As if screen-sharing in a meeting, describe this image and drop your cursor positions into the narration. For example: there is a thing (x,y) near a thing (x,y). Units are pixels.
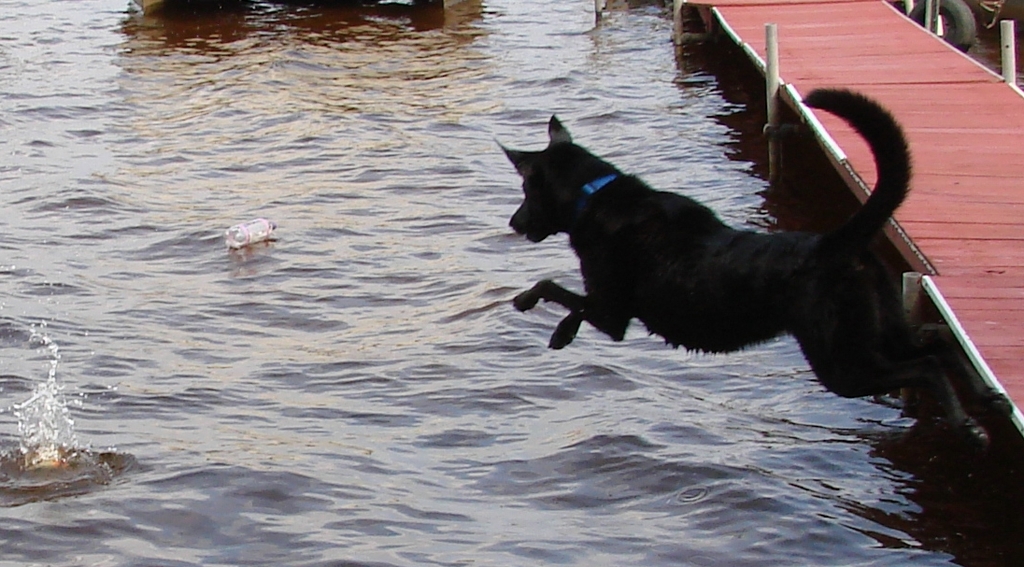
In this image I can see a black dog (737,275) jumping. There is a pier (847,41) on the right (974,254) and there is a water bottle (253,230) floating on the water (58,229).
